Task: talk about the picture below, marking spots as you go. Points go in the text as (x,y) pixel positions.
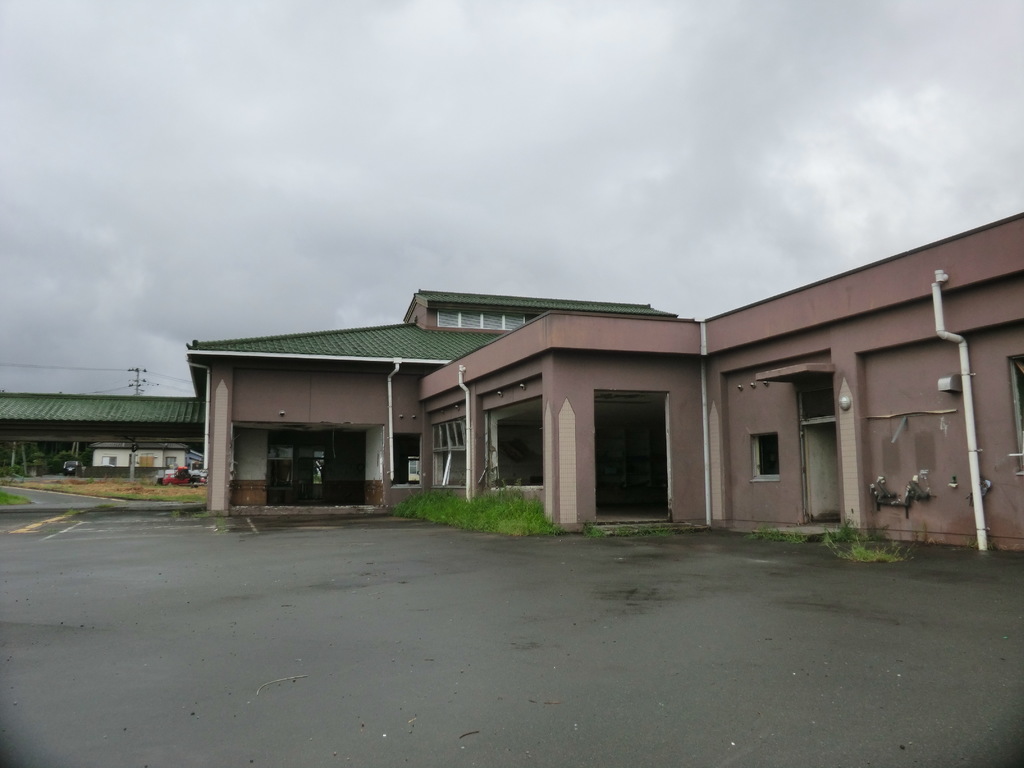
In this picture we can see the road (335,587), grass (478,524), buildings (358,465), pipes (205,460) and in the background (396,218) we can see the sky (419,116) with clouds (615,116).
